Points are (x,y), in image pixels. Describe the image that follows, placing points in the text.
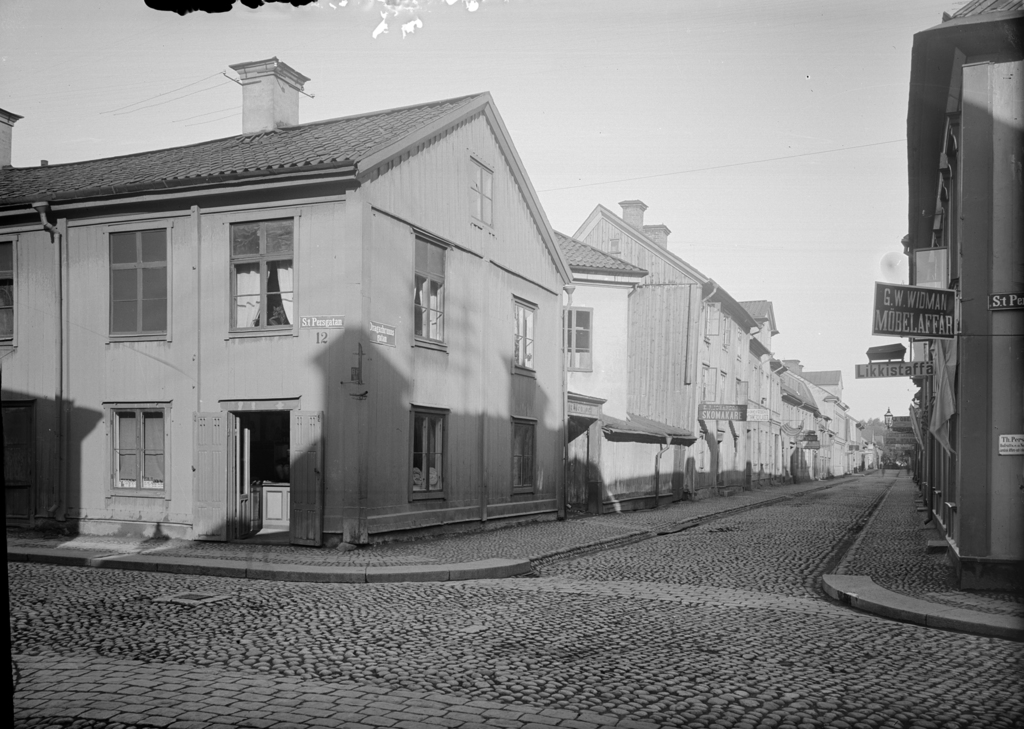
This is a black and white image. In center of the image (630,409) there are houses (289,130). There is a road (76,605). At the right side of the image (958,542) there are houses (935,525).
